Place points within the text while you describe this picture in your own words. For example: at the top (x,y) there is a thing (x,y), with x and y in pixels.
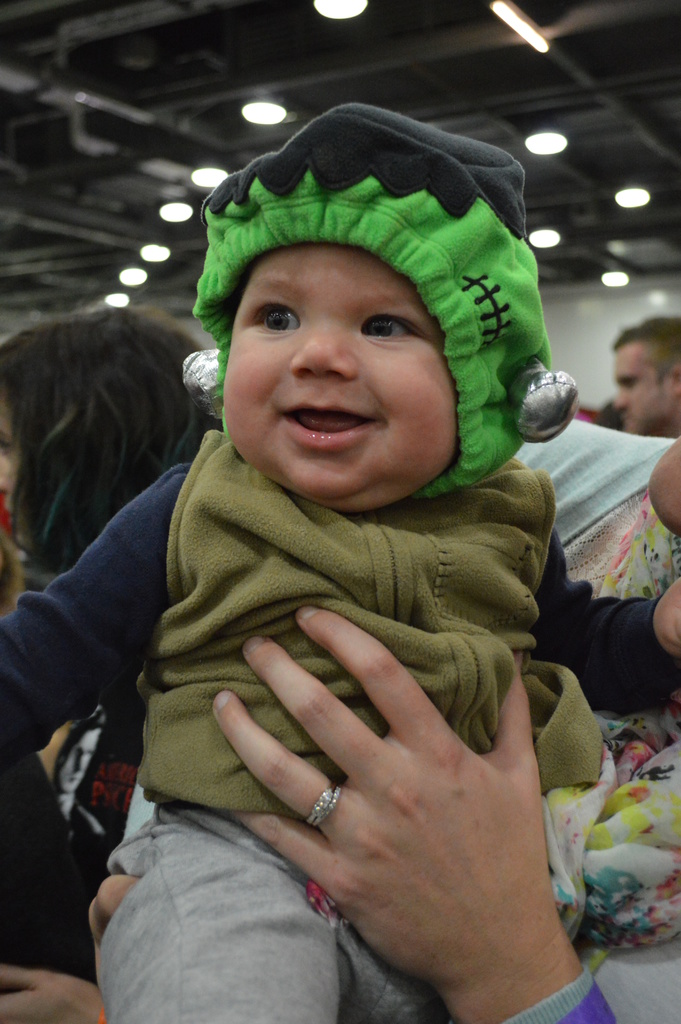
In this image we can see a woman (625,791) is holding a baby (270,626) in her hand (387,792). She is wearing a white color dress (642,923) and the baby (339,692) is wearing a green color sweater (348,602) with grey pant (247,847) and cap (382,210). We can see people (96,385) in the background (88,383). At the top of the image (246,64), there is a roof (397,59) with lights (559,140).
